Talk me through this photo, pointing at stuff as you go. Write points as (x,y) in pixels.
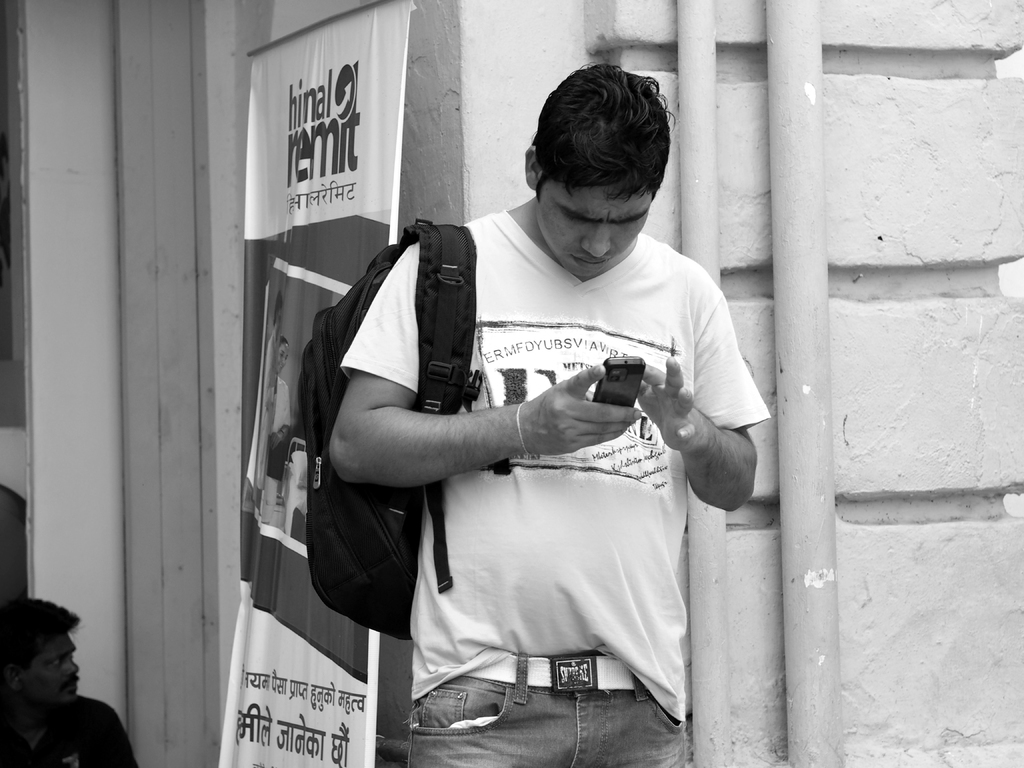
In this image we can see a person (561,602) is standing by holding mobile (626,391) in his hand (542,418) and carrying bag (331,499). Behind him one banner (294,335) is there and one man (58,741) is sitting. To the right side of the image (797,261) wall (834,424) is there with pipeline (804,583).
